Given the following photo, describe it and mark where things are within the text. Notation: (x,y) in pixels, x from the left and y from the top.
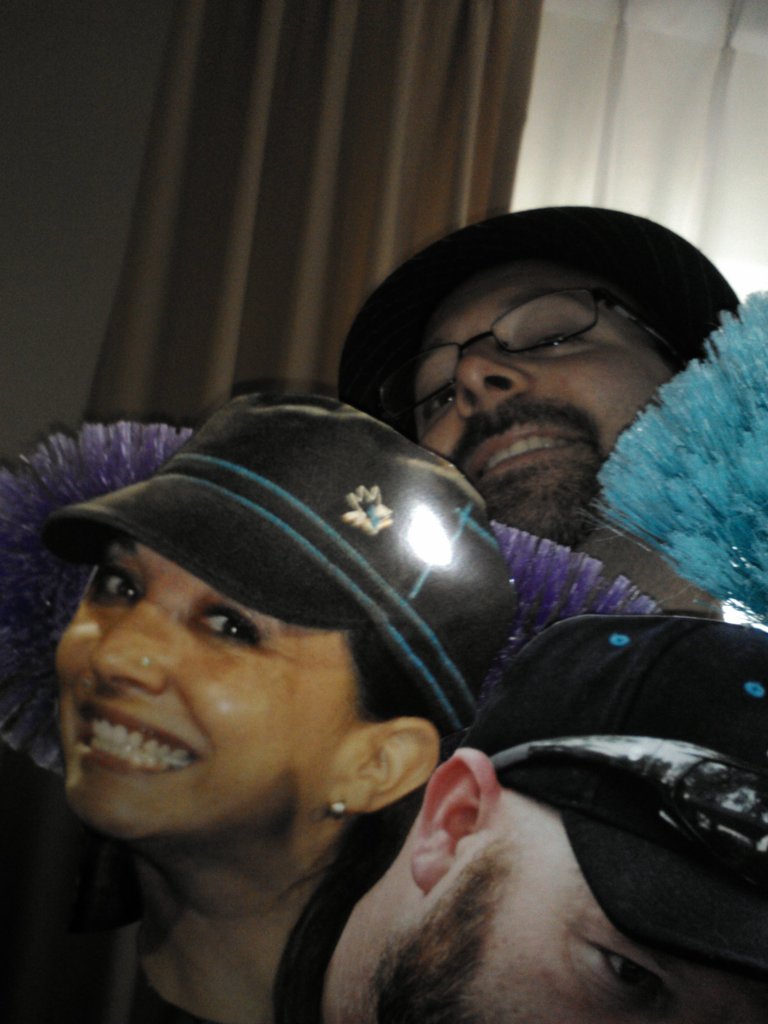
In the picture I can see three persons (561,736) wearing caps (311,499) and there are some other objects (647,525) in between them and there is a curtain (272,136) in the background (293,124).
